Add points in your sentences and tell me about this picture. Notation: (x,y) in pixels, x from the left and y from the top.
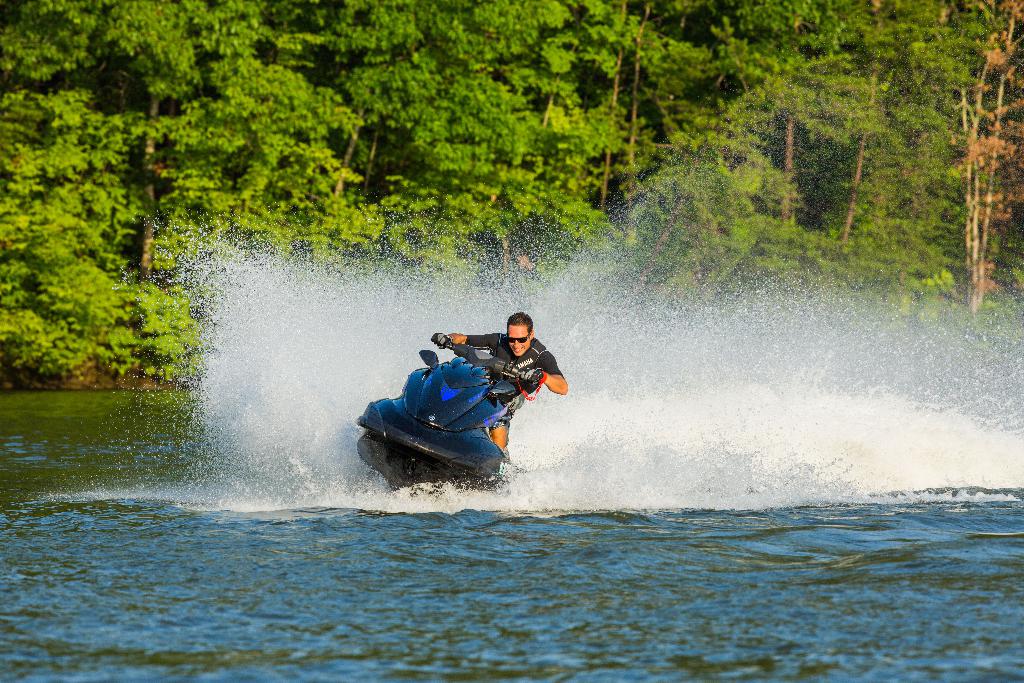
In this image I can see the water (505,323), a person (520,381) wearing black colored dress (520,381) on the speedboat (487,395) and in the background (412,151) I can see few trees (444,102) which are green and brown in color.
